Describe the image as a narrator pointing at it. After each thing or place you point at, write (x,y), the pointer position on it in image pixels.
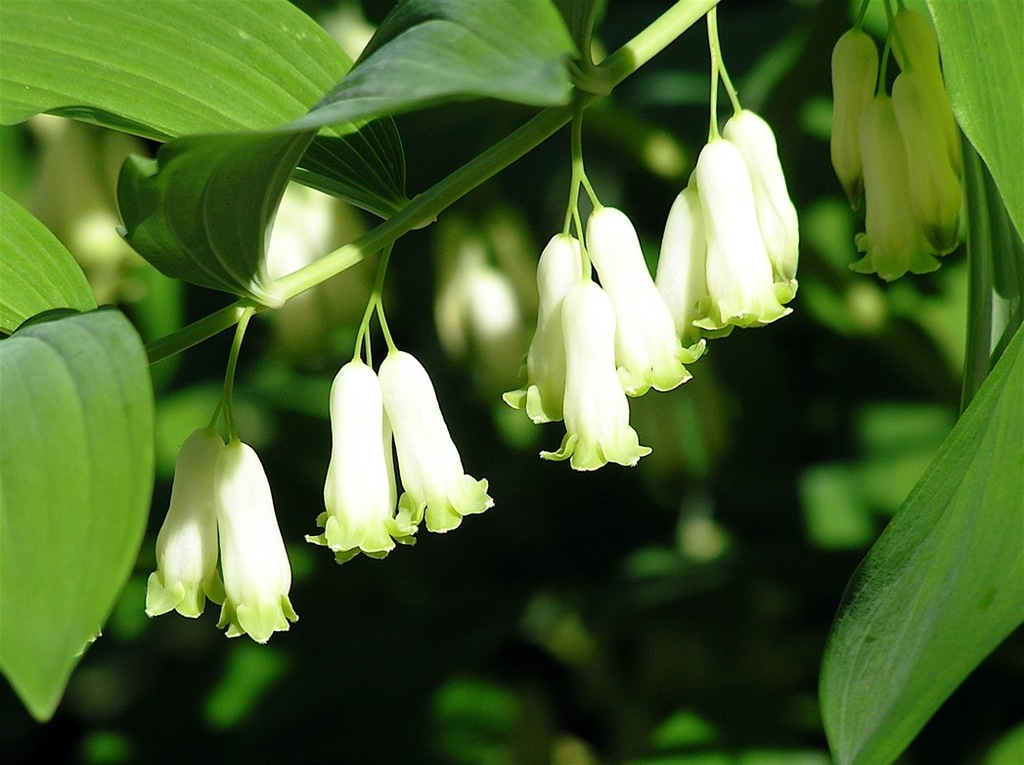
In this image there are flowers (251,448), leaves (682,737) and stems (569,210).
